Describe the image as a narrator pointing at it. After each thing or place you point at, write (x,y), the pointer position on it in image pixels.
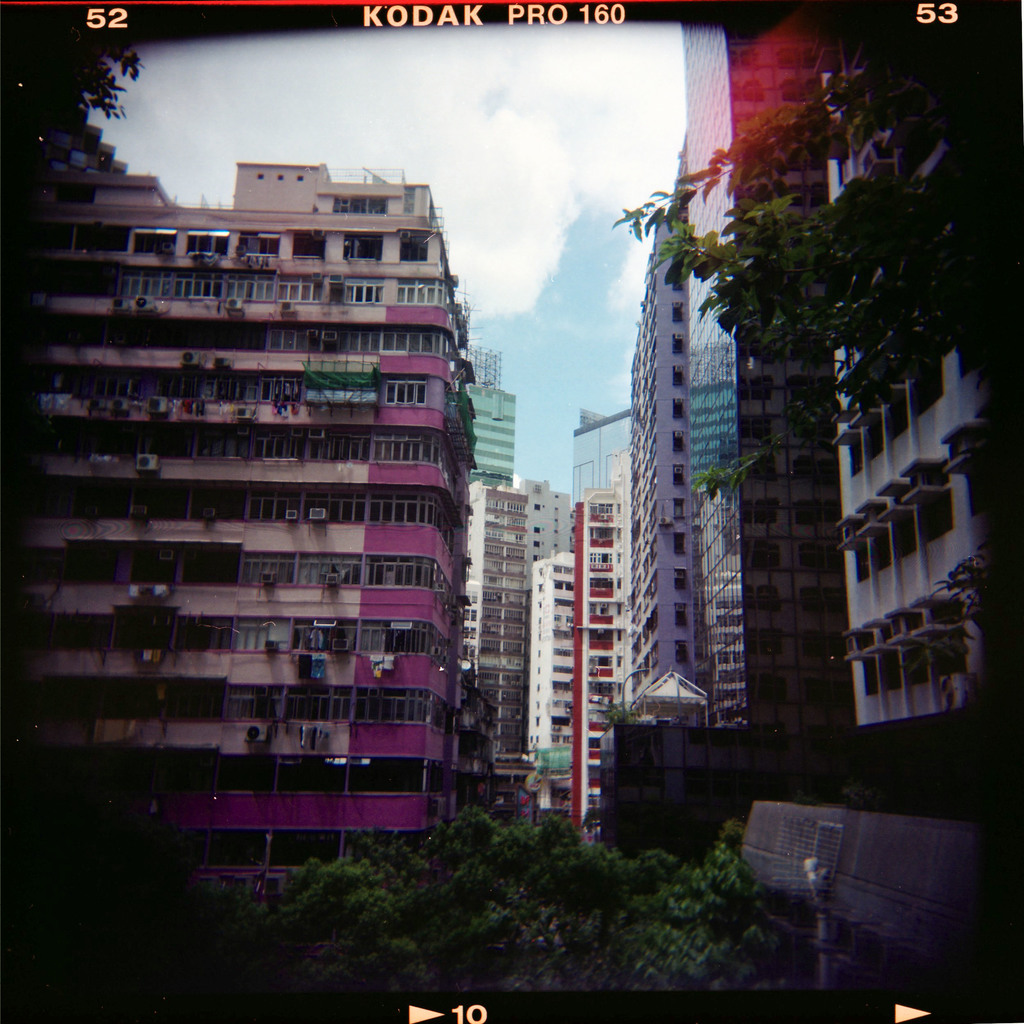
In this picture I can see buildings (513,649), there are trees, and in the background (546,237) there is the sky (620,135), and there are words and numbers (120,11) on the image.
